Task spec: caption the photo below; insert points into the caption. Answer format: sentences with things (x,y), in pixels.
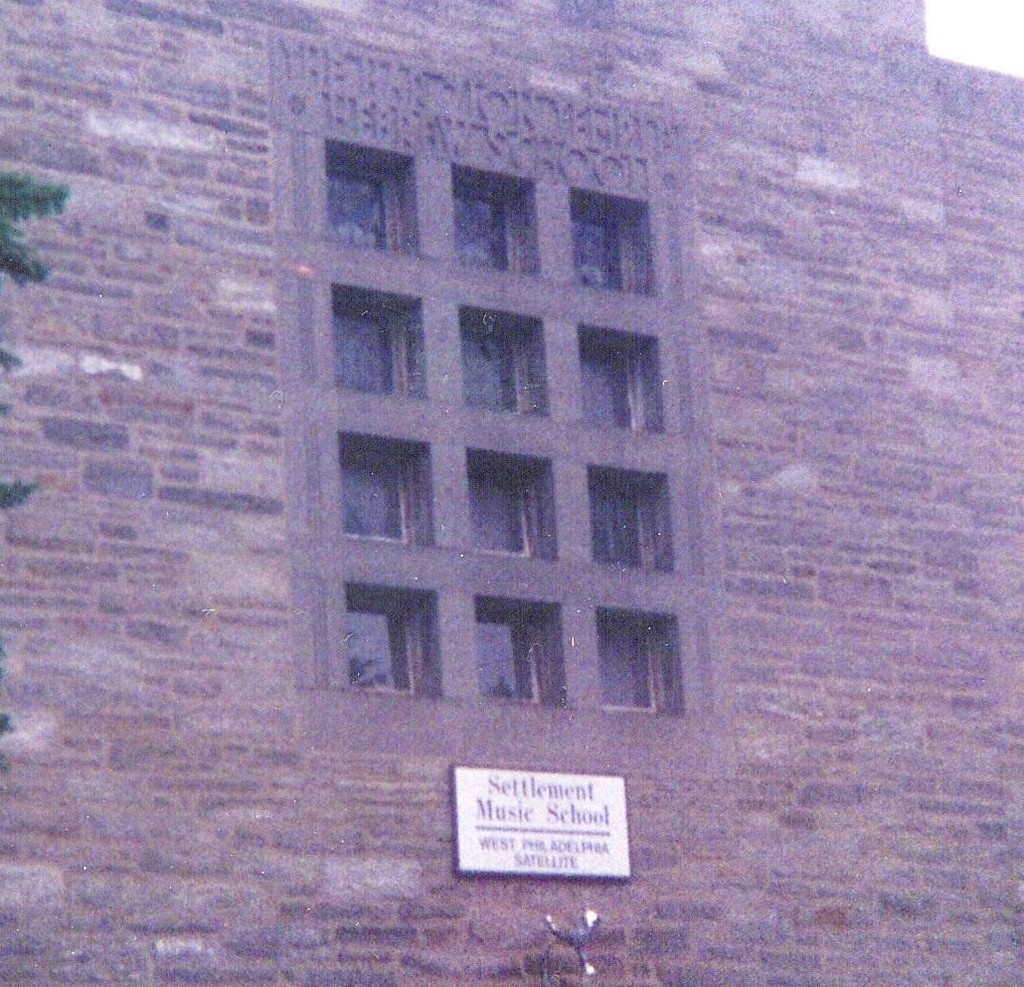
This image consists of a building (448,508) along with windows (505,546). At the bottom (488,840), we can see a board (504,833). On the left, we can see a tree (16,187).
